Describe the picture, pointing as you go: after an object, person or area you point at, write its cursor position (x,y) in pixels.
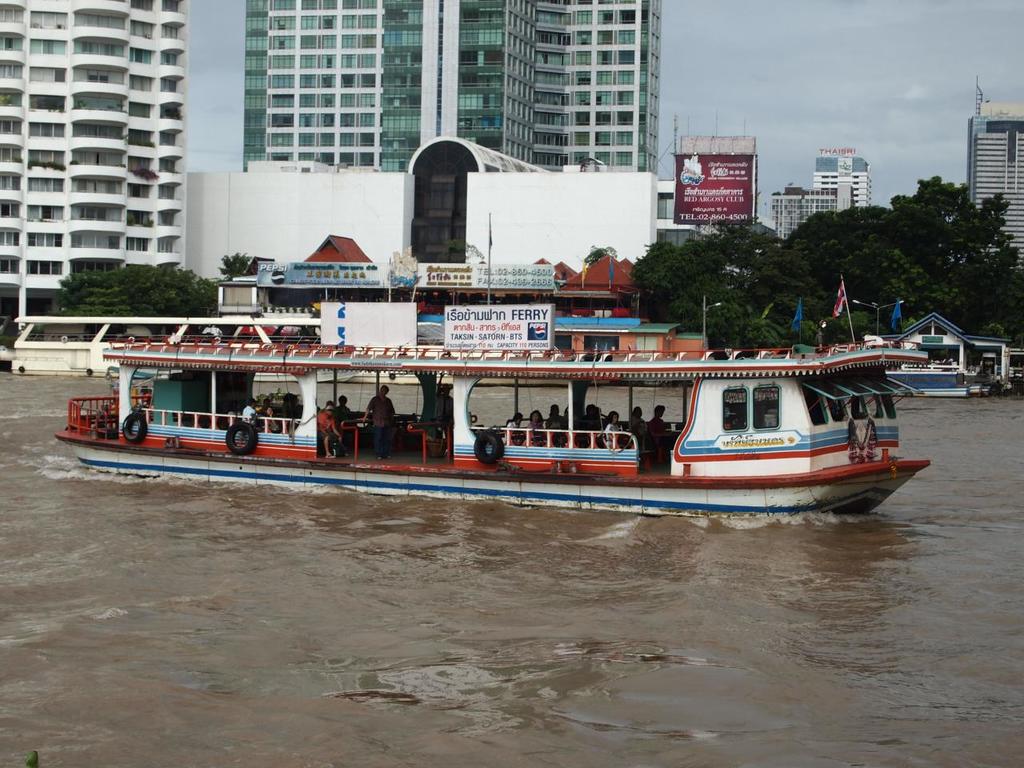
In this picture I can see at the bottom (553,629) there is water (361,580), in the middle (504,323) there is a boat (191,379). In the background (825,282) there are trees (906,304) and buildings (484,255), on the right side (715,140) there is a hoarding (712,180), at the top (821,73) there is the sky (833,77).
